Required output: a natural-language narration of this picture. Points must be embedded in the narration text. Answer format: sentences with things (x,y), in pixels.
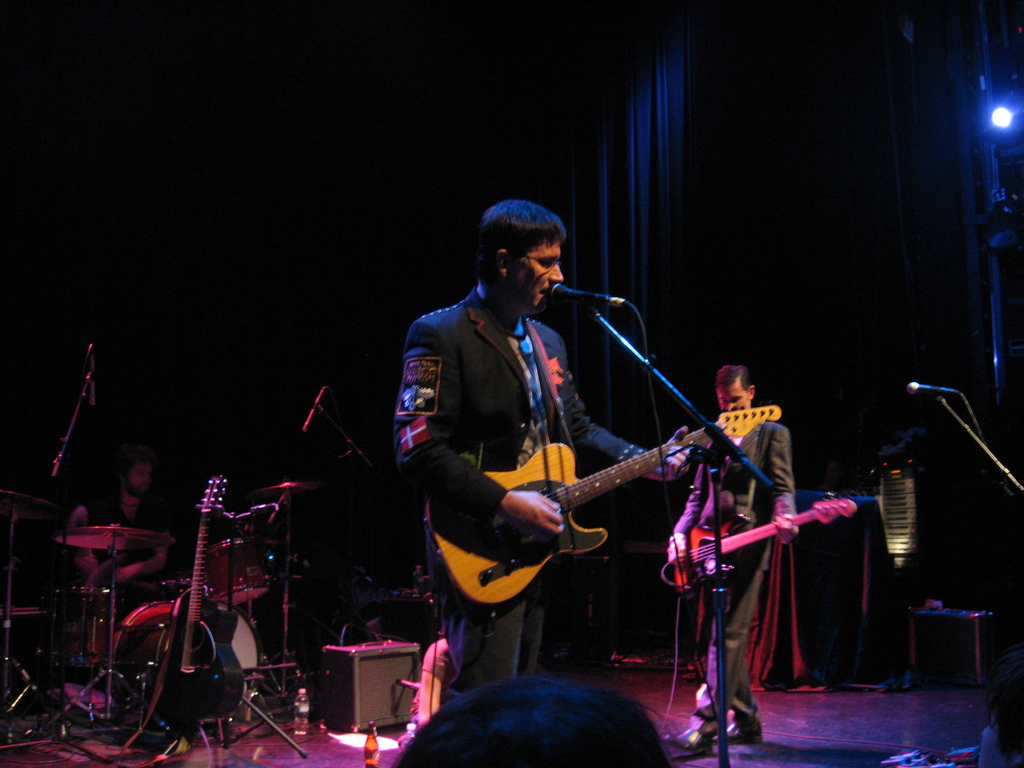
In this image I can see a person (488,356) standing in front of the mic (598,298) and playing guitar (500,529). At the right (748,393) there is another person (756,499) who is playing another guitar (743,534). At the back (135,510) there is a person (118,509) sitting and playing the drum set (126,627). And these people (421,443) are on the stage (611,663).
